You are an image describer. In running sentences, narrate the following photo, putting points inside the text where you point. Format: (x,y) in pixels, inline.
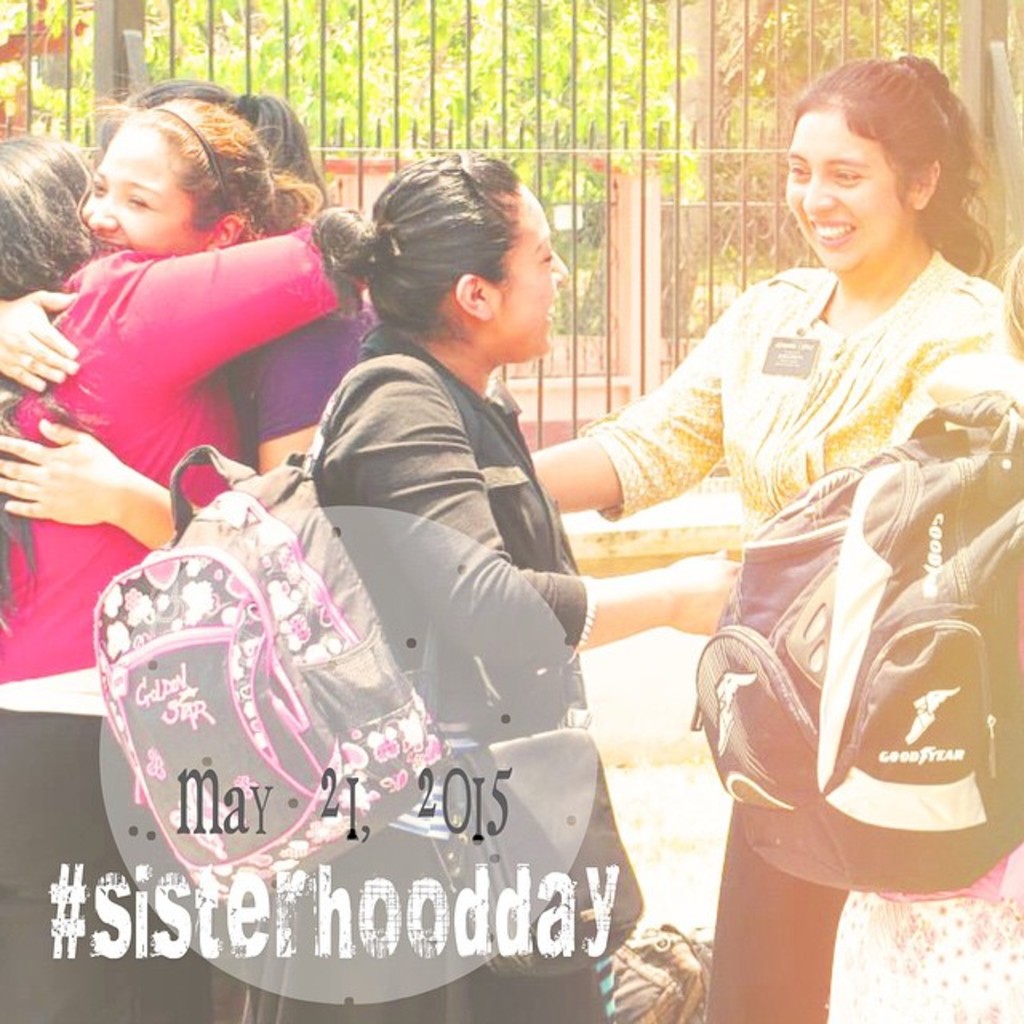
In this image there are women (544,490) towards the bottom of the image (485,704), there are two women (478,551) wearing bags (210,535), there is a bag (674,965) towards the bottom of the image (265,813), there is text (442,919) towards the bottom of the image (192,898), there is number (325,813) towards the bottom of the image (343,819), there is a fence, there are metal rods (676,199), there are trees (508,55) towards the top of the image (623,45).
